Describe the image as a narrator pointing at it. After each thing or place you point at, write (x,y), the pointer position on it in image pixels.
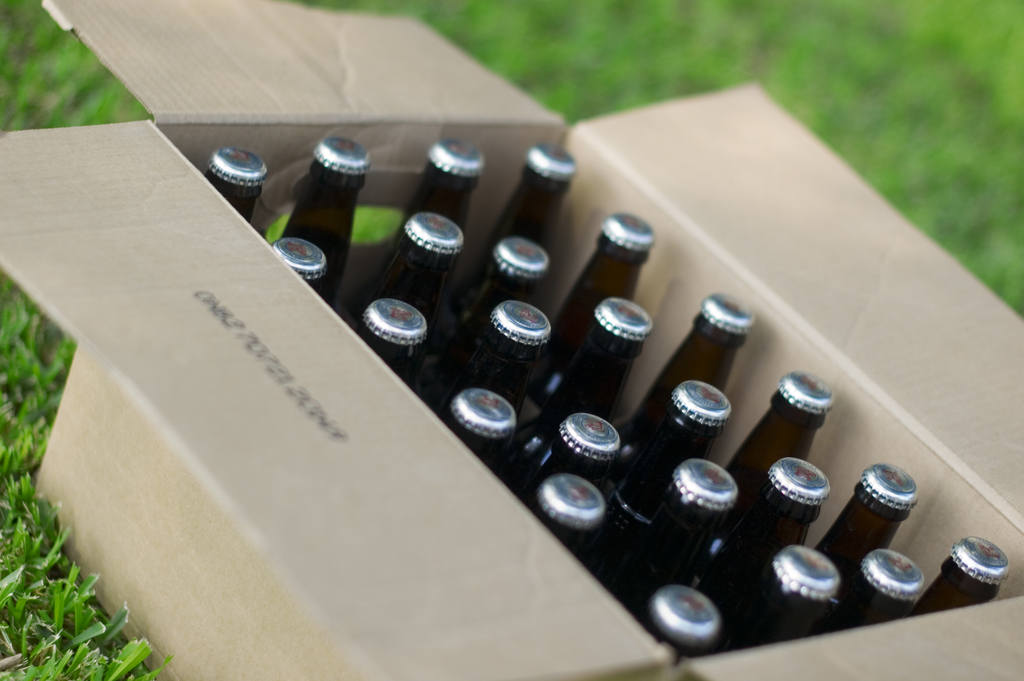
In this image I see number of bottles (981,545) in a box (745,145) and it is on the grass (952,0).
